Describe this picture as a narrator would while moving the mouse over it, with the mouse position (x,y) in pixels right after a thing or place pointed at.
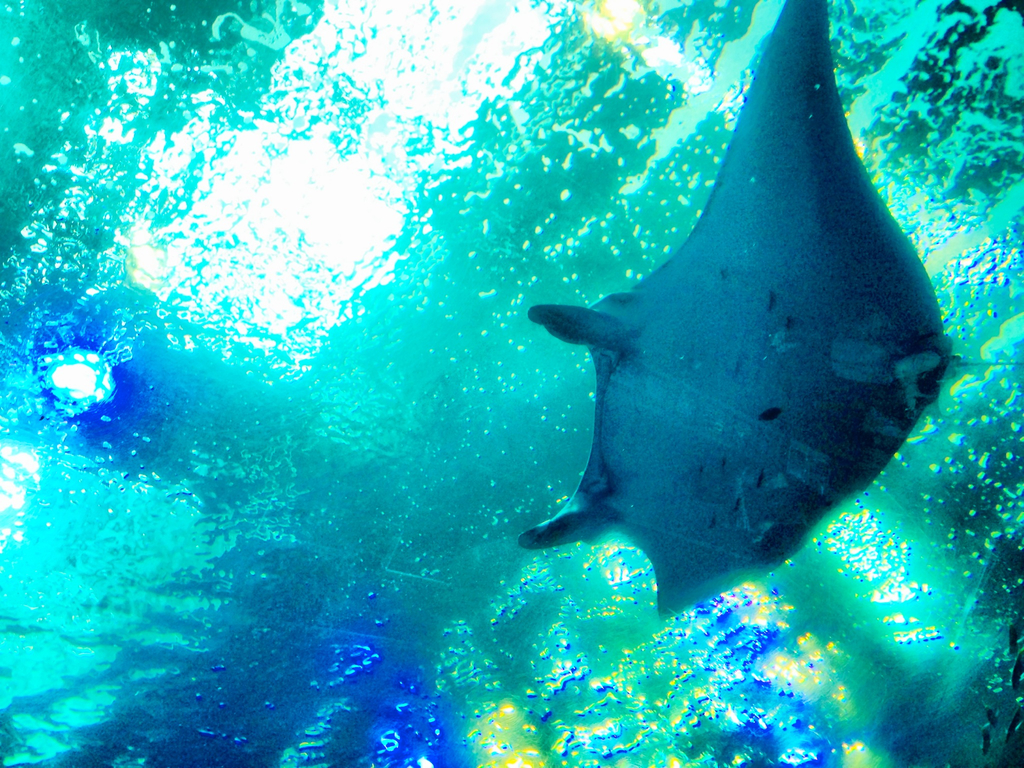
In this image we can see sea animal (727,481) in the water (444,342).
